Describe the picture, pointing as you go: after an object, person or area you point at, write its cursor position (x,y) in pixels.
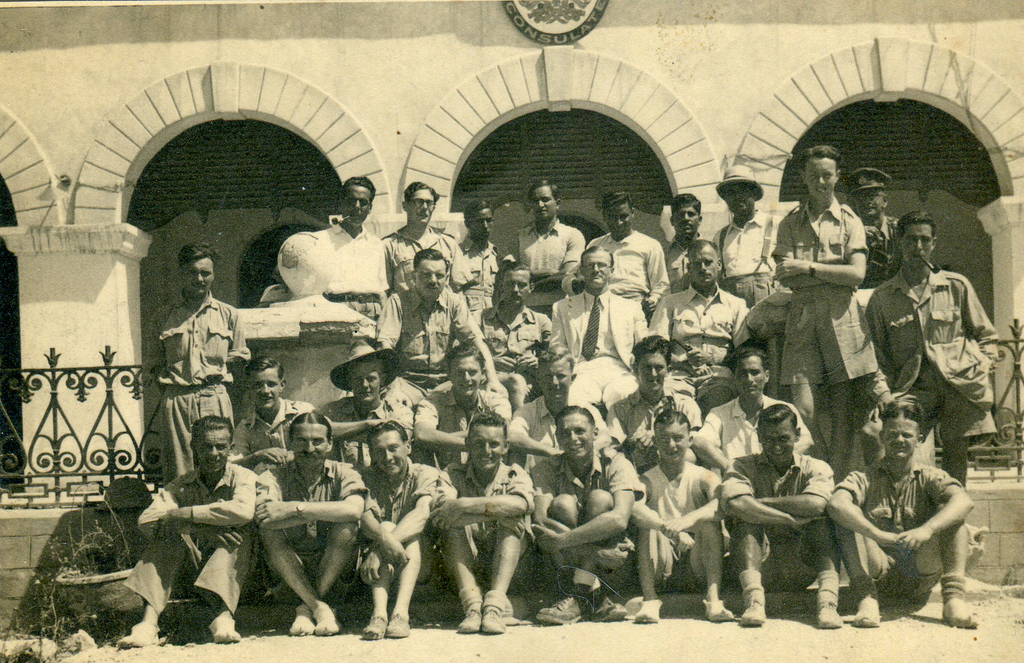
This is the picture of a place where we have some people (539,270) standing and some other people (235,467) sitting on the floor (1023,650) and behind there is a fencing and some arches (710,192) and a board (528,24) to the building (463,9).
